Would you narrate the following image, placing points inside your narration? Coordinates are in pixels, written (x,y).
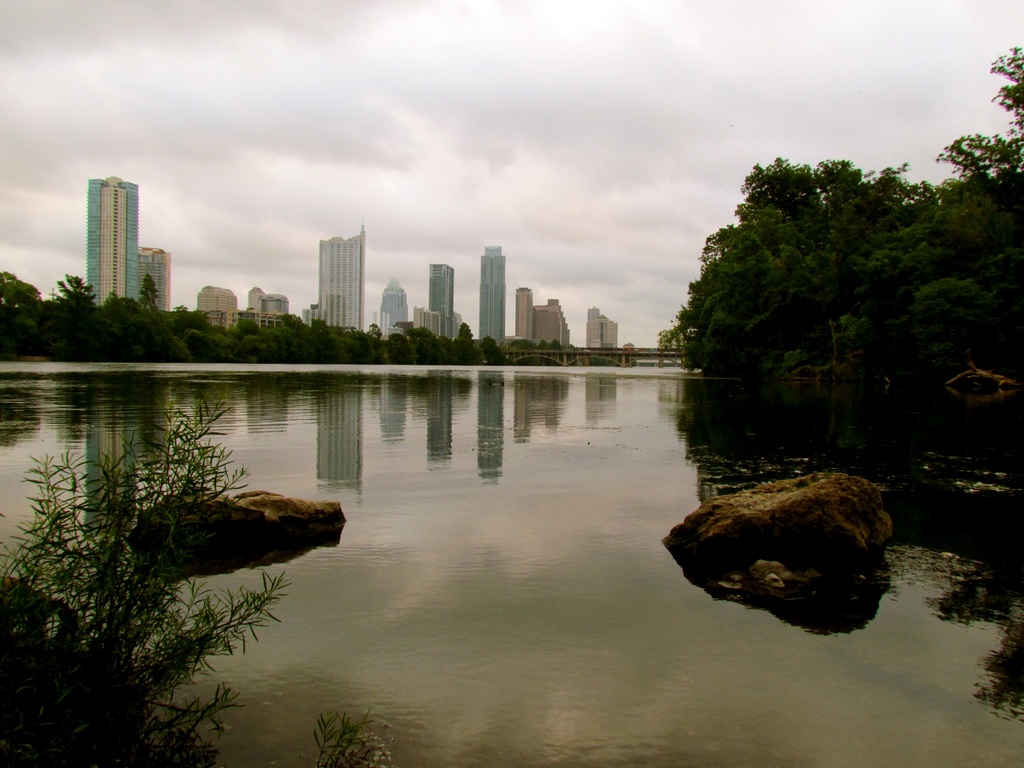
In this image, I can see the rocks (749,581) on the water (568,464). In the background (164,338), there are trees (118,349), buildings (486,325), bridge (620,357) and the sky (489,224). At the bottom left corner of the image (168,707), I can see a plant (117,656).
